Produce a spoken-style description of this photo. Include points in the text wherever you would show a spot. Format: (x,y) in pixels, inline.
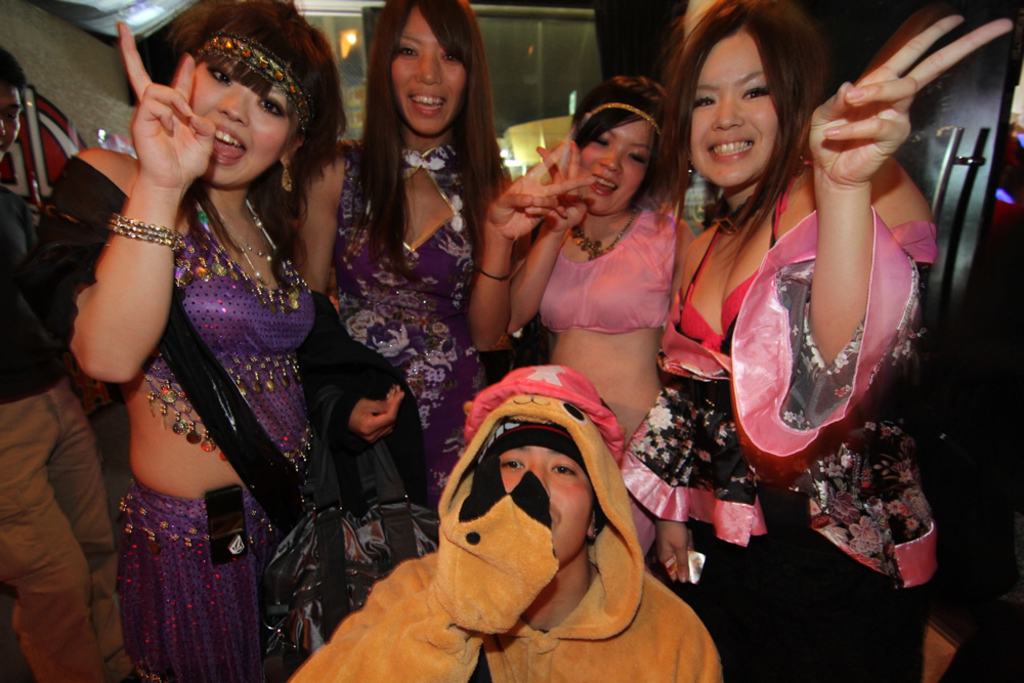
There are four women (687,290) standing and posing for the photo. At the bottom (401,633), we see the man (588,593) in the yellow jacket (414,564) is sitting. Behind them, we see a wall (39,80) and on the right side (995,152), there is a black door (952,203). This picture is clicked inside the room (554,105).
